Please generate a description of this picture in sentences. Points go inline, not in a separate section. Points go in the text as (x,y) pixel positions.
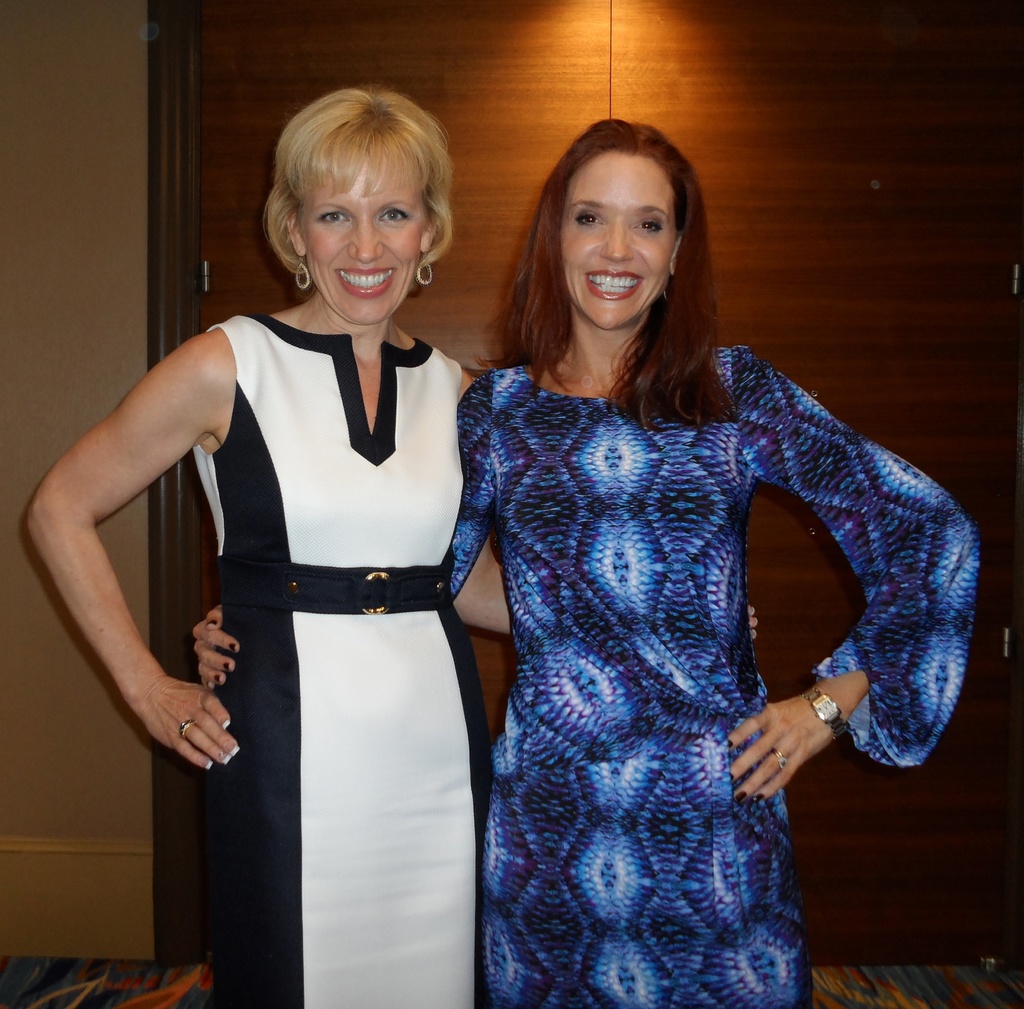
In this image we can see two women (594,485) standing holding each other. On the backside (477,649) we can see a wall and a wooden door (488,640).
